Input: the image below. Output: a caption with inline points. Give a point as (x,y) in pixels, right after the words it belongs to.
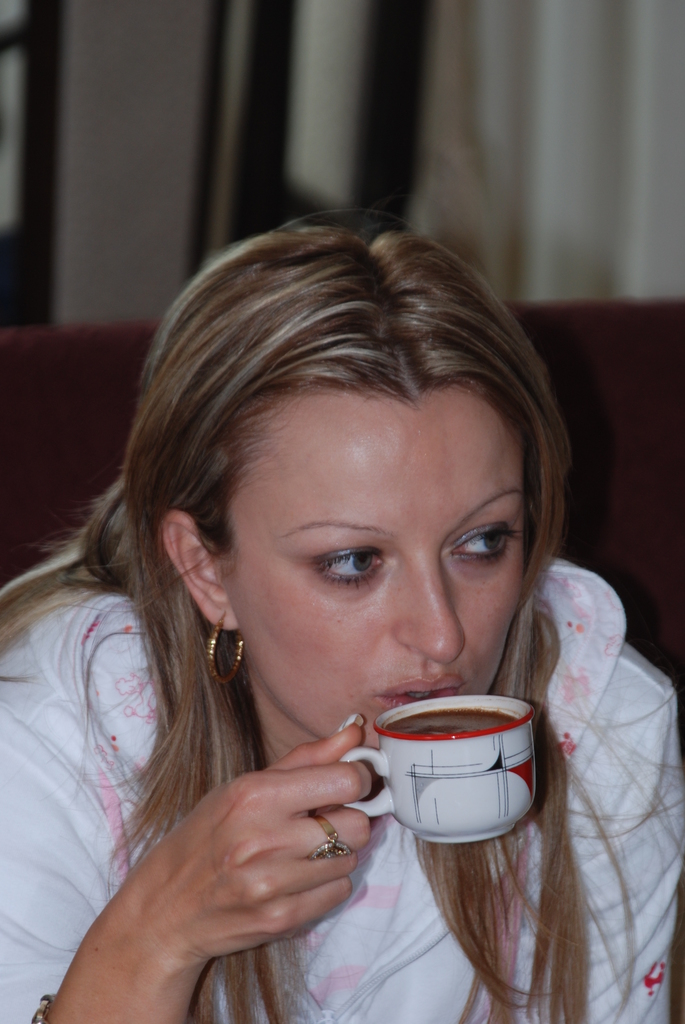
In the center of the image (250,584) there is a lady (298,827), she is holding a cup (439,794) in her hand (237,829). In the background (463,152) there is a curtain (453,164).
